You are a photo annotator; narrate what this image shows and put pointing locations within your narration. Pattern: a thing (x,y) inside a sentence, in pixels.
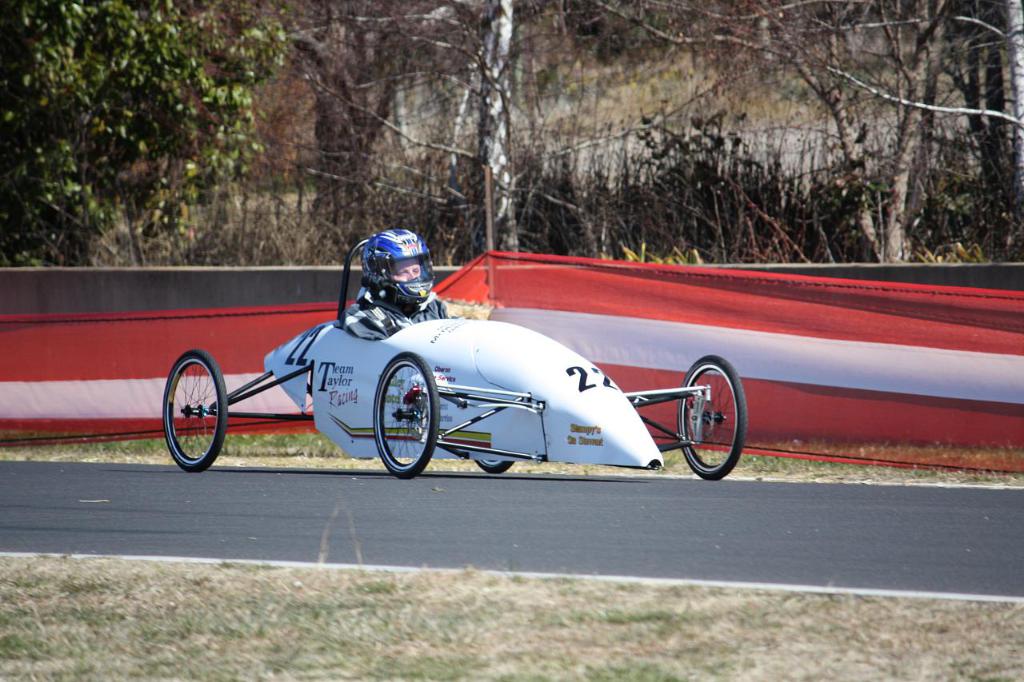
This picture shows a car (477,328) and we see a human (413,299) seated. We see a helmet (433,281) on the head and we see a cloth (957,444) and few trees (329,127).
